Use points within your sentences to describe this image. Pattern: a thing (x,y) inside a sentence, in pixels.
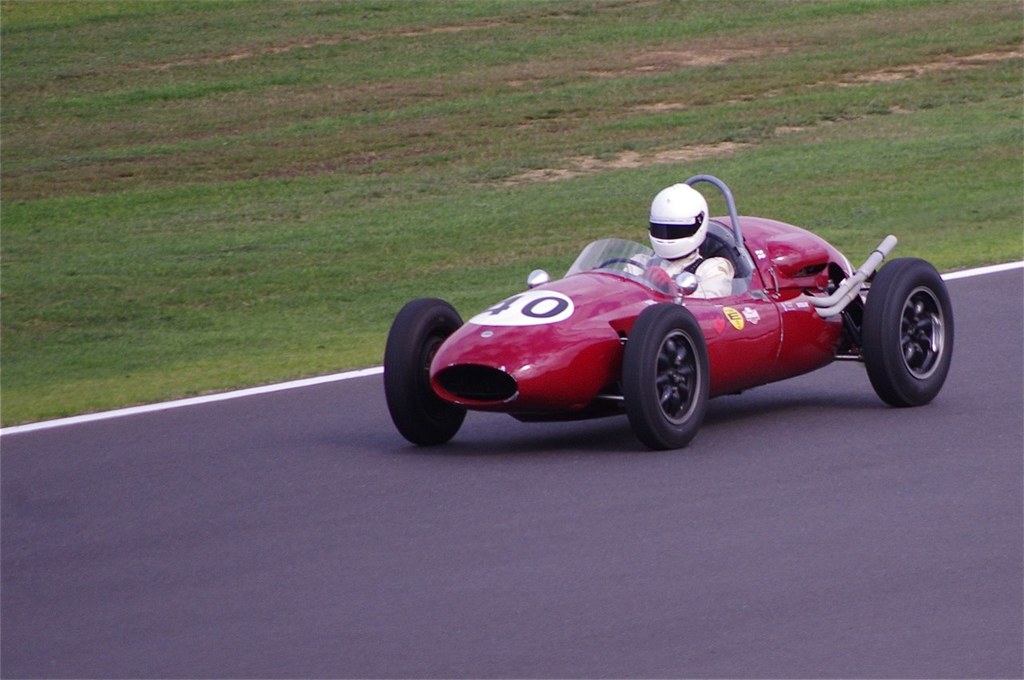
In this image I can see a red color car (637,334) and person (690,243) is sitting inside and wearing a white helmet (671,217). The car (709,241) is on the road (582,516).
